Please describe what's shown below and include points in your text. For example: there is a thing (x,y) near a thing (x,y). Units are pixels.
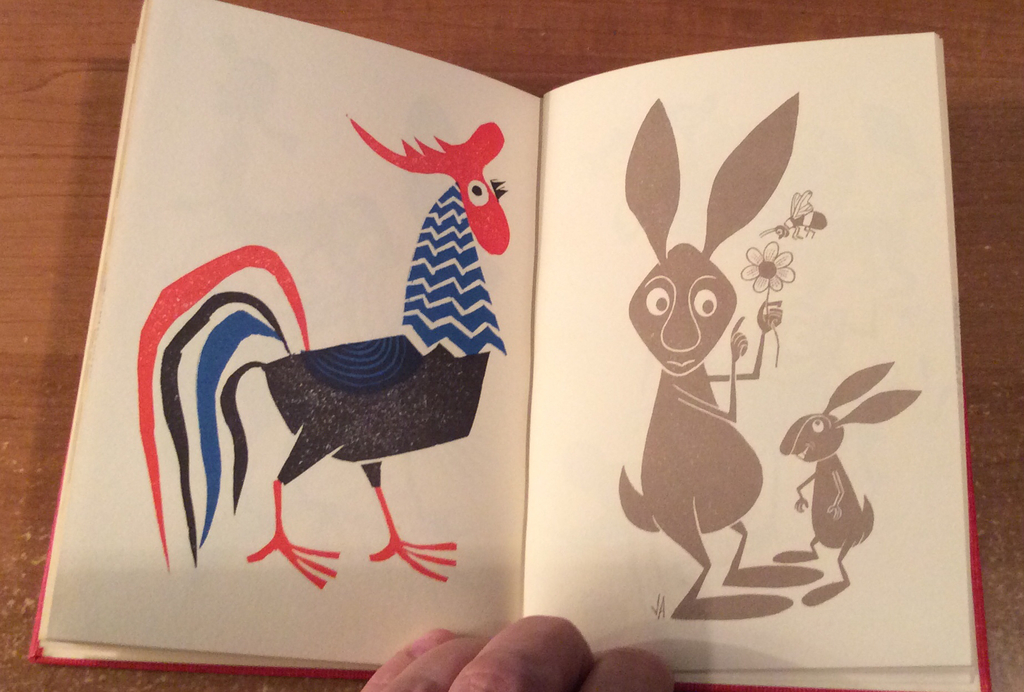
In this picture we can see a person's hand (517,645) and a book (840,295) on the wooden surface (986,222).
